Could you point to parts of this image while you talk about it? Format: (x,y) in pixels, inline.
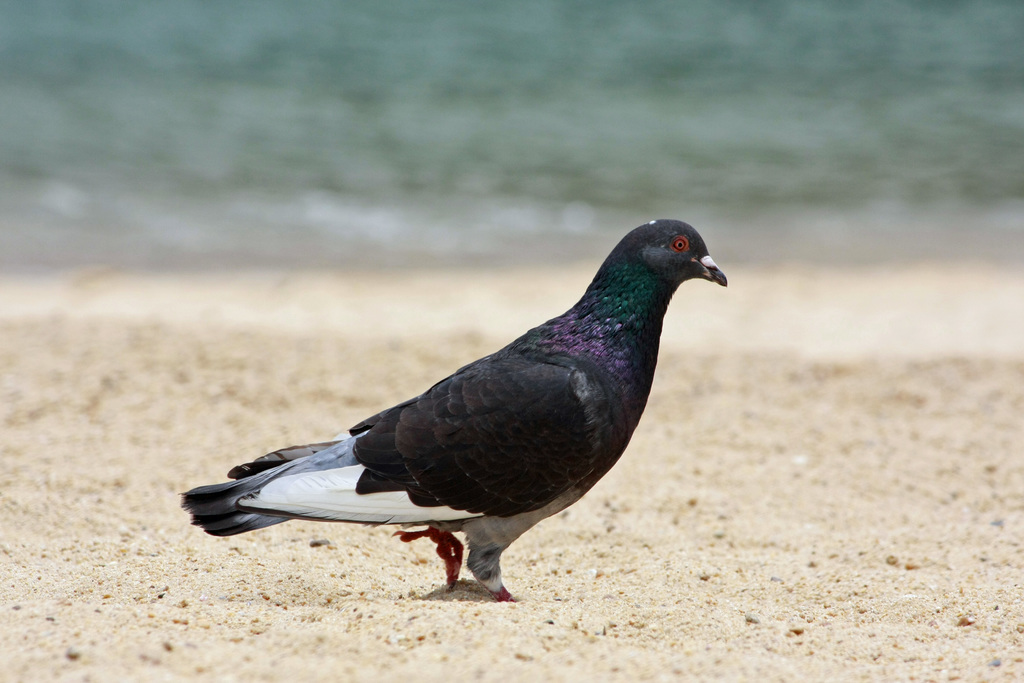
In this picture I can see there is a pigeon (486,562) and walking on the sand (407,549) and in the backdrop (250,137) I can see there is a ocean (434,130).
